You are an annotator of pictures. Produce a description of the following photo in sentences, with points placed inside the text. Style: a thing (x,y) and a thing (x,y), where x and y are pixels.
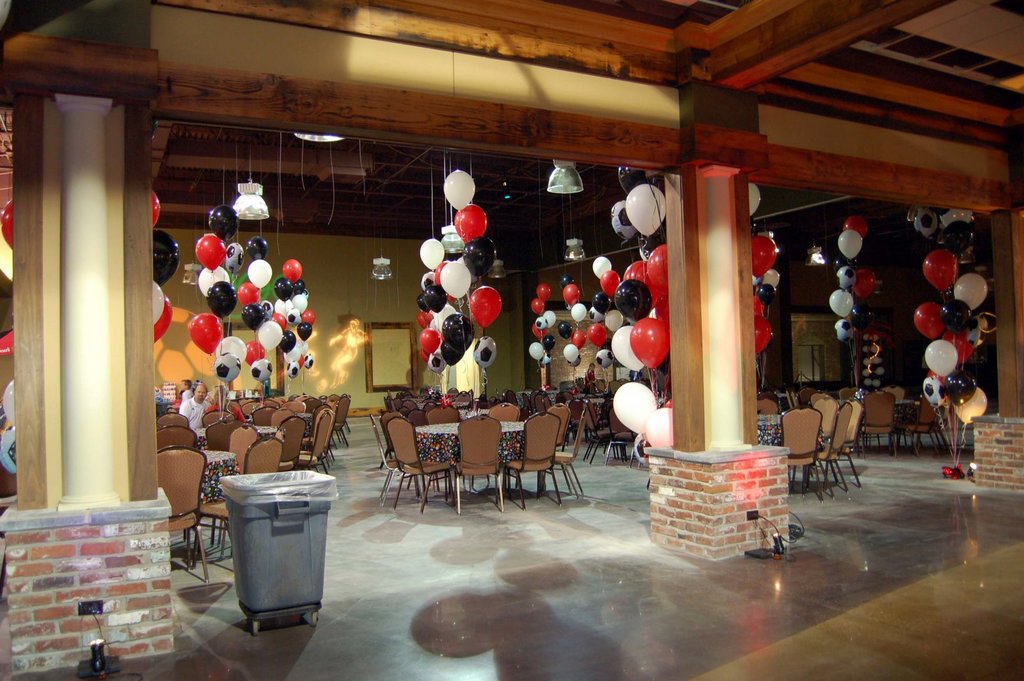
It looks like this image is clicked in a restaurant (589,305). There are balloon (595,261) tied to the tables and floor (491,592). There are many chairs (557,456) and tables (446,461). To the left (162,552), there is a pillar (98,444). Beside that there is a dustbin (300,575). At the bottom (494,569), there is floor (452,572).
